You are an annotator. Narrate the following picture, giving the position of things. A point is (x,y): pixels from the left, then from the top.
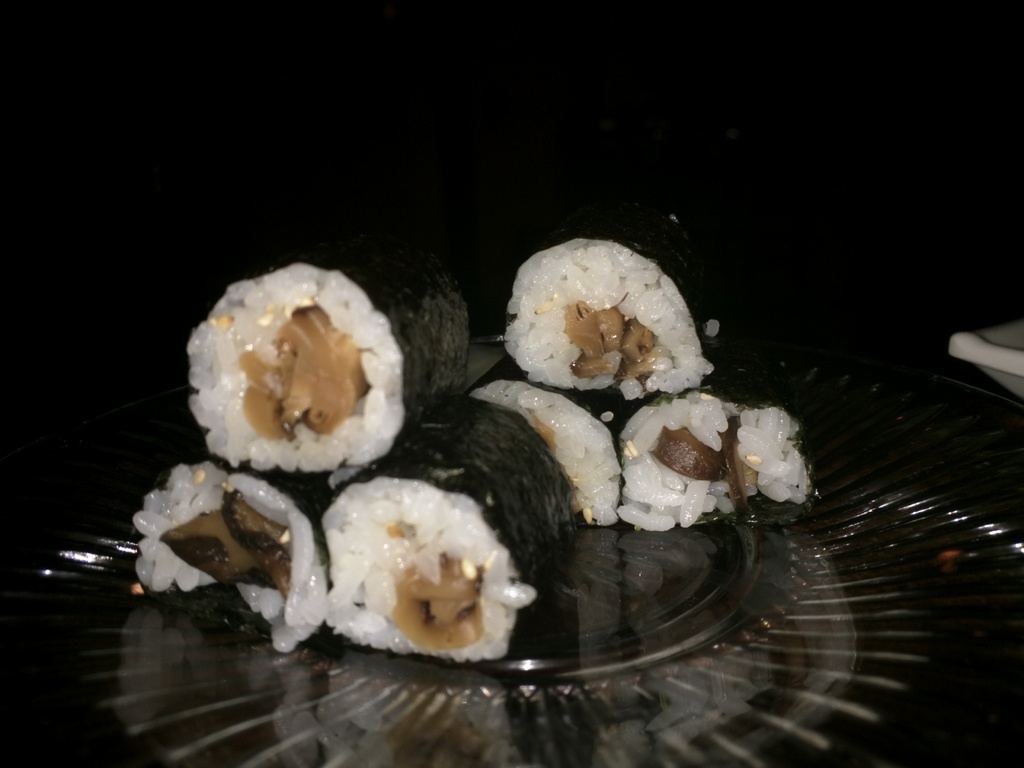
In this picture, there is a plate (427,721). On the plate (808,703), there is some food (641,312).
